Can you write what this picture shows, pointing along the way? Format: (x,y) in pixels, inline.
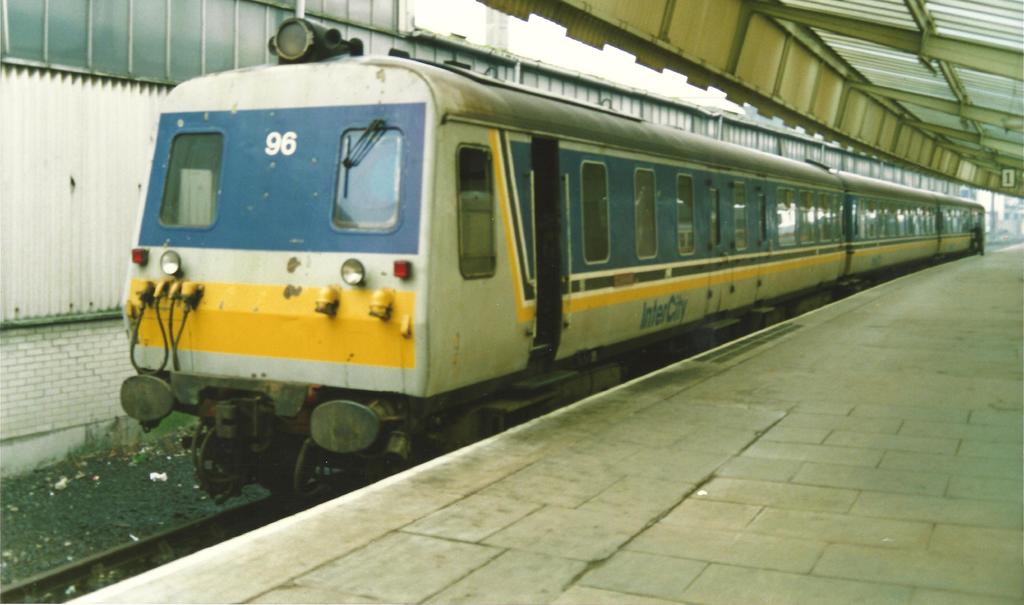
In this picture the train (784,257) is on train track (282,493). The train (458,346) is in blue, yellow, white color. It has windows (602,232) and doors (557,241). This is a platform (981,294).
